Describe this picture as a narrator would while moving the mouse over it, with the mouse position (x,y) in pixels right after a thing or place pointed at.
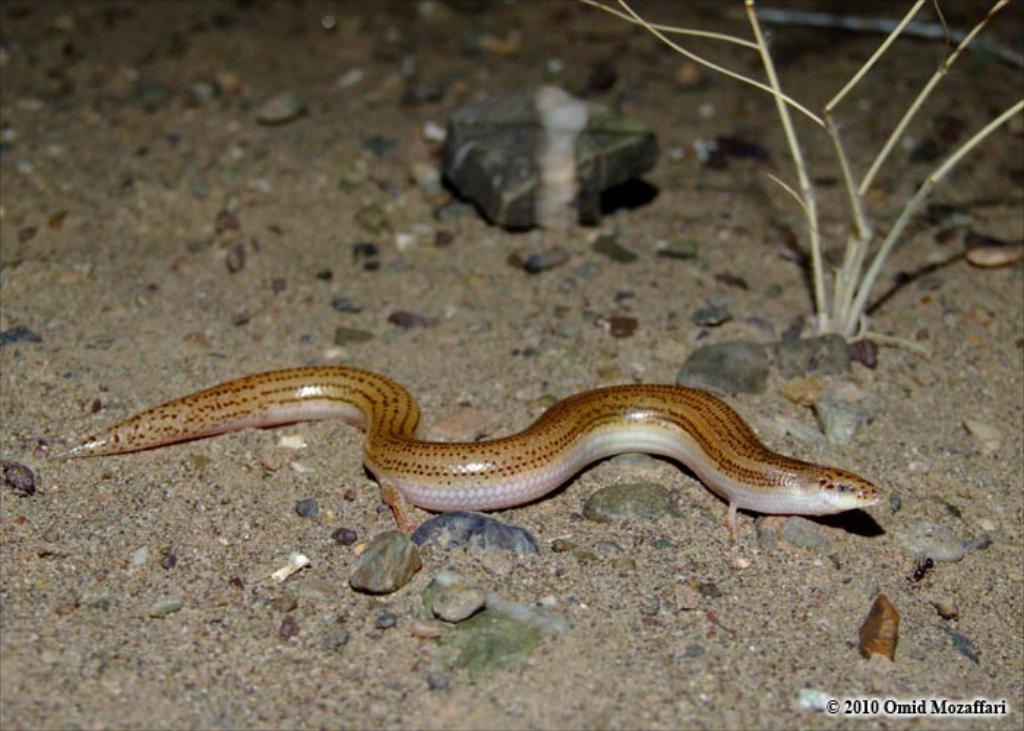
In this image there is a lizard (790,495), on a sand surface (933,404), in the background (841,270) there is a plant (827,273), in the bottom right (955,707) there is text (919,708).
